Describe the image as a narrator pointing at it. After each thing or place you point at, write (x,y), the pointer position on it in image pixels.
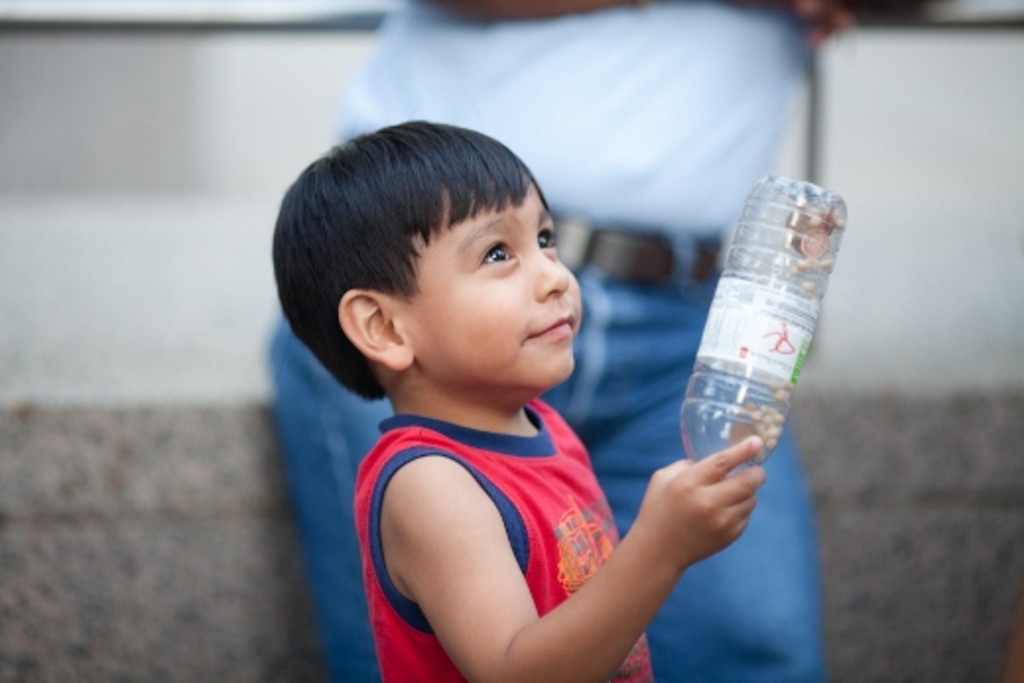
In this picture there is a boy (548,416) holding a bottle (737,416) in his hand (745,458). There is a person (637,184) who is standing.
